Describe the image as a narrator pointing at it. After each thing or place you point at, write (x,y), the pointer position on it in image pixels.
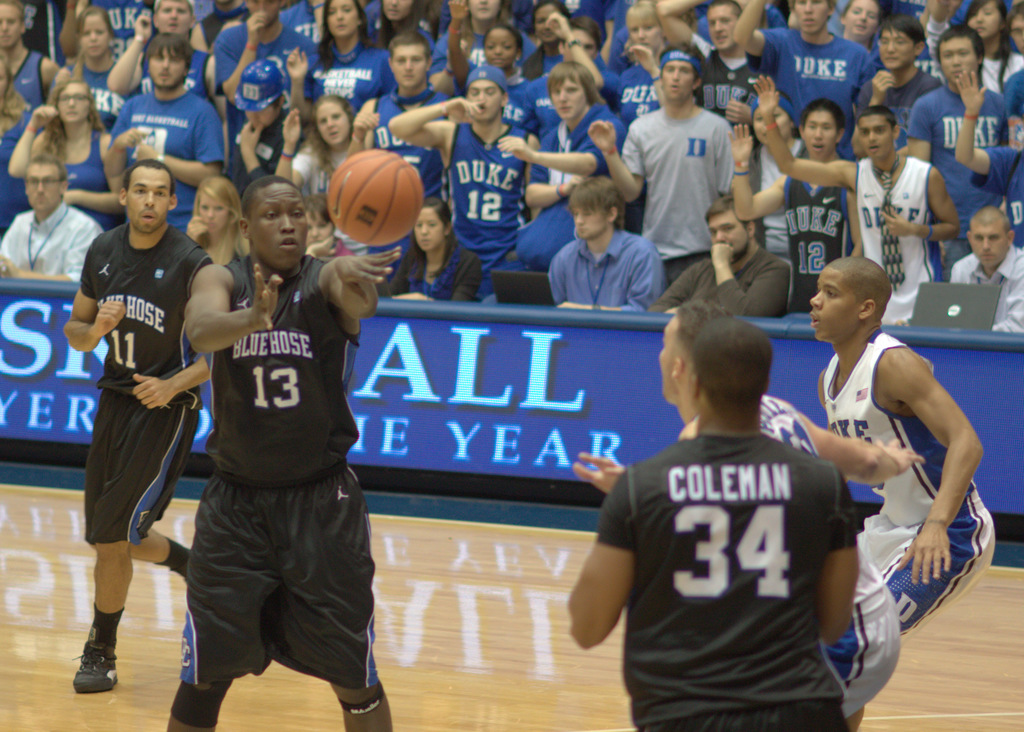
In this image I can see group of people (984,531) playing game. In front (294,492) the person (345,401) is wearing black color dress (294,508) and I can also see the ball (384,215) in brown color. In the background (548,337) I can see the board (506,334) in blue color and I can also see group of people (558,206), some are sitting and some are standing.
